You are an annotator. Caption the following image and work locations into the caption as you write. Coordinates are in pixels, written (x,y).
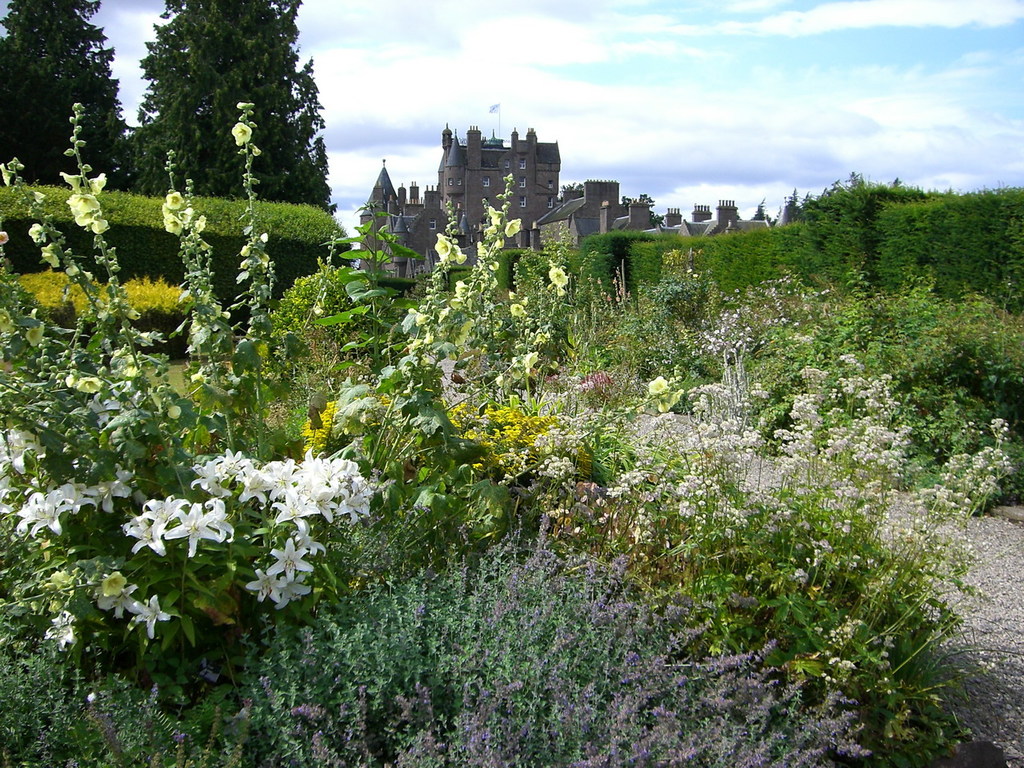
In this image I can see plants (359,457), white and yellow colour flowers (119,588), bushes (55,204) and few trees (188,161). In the background (422,171) I can see a building (443,180), a flag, clouds (516,89) and the sky (847,113).
